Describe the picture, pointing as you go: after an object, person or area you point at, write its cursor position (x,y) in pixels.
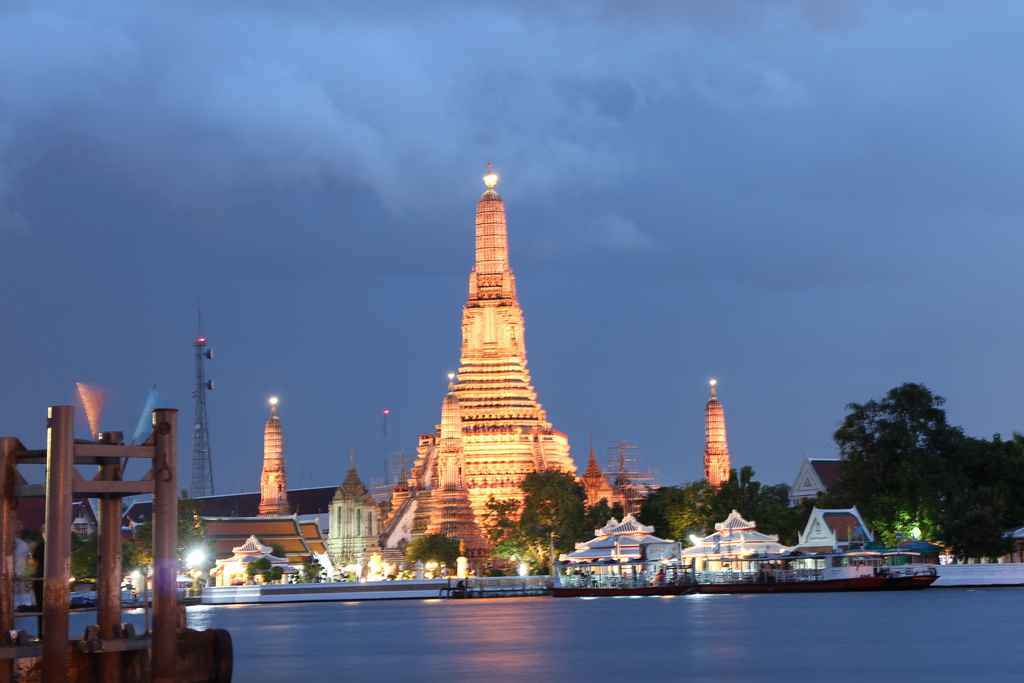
In this image, I can see a temple (533,452) with lights (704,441), buildings (610,533), trees (859,477) and a tower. There are boats (568,583) on the water (515,614). At the bottom left side of the image (49,578), I can see iron rods (104,606). In the background (404,338), there is the sky (630,154).
